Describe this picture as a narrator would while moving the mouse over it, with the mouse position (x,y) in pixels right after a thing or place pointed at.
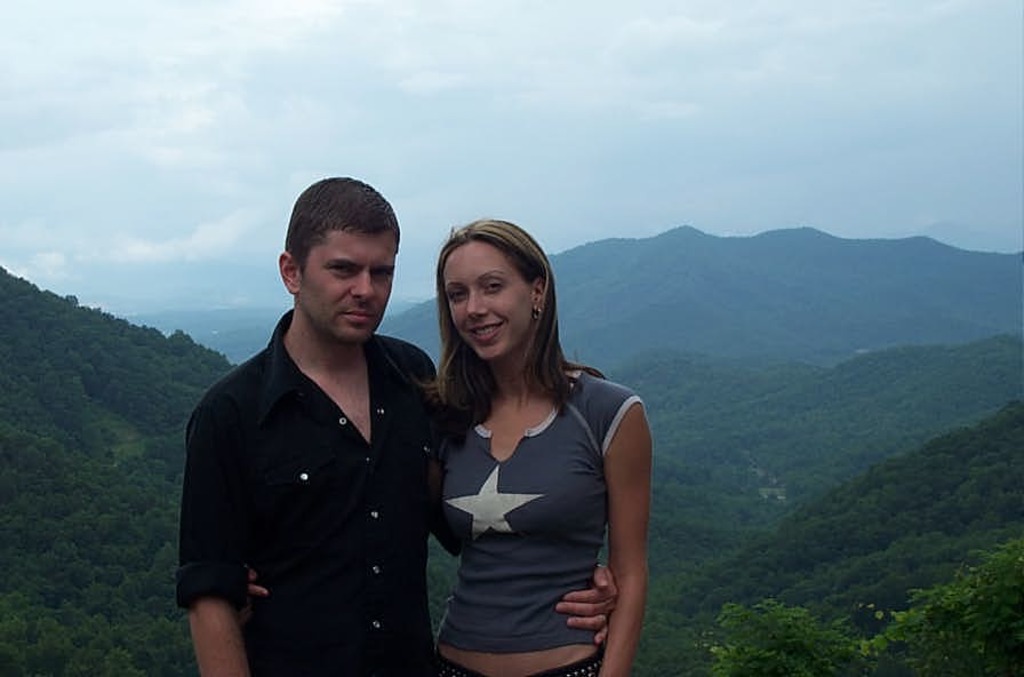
In the middle of this image (355,256), there is a person (336,240) in black color shirt (357,575), not smiling, standing and holding the woman (528,370) who is smiling and standing. In the background (796,429), there are mountains (240,318) and there are clouds (273,72) in the sky (121,73).
